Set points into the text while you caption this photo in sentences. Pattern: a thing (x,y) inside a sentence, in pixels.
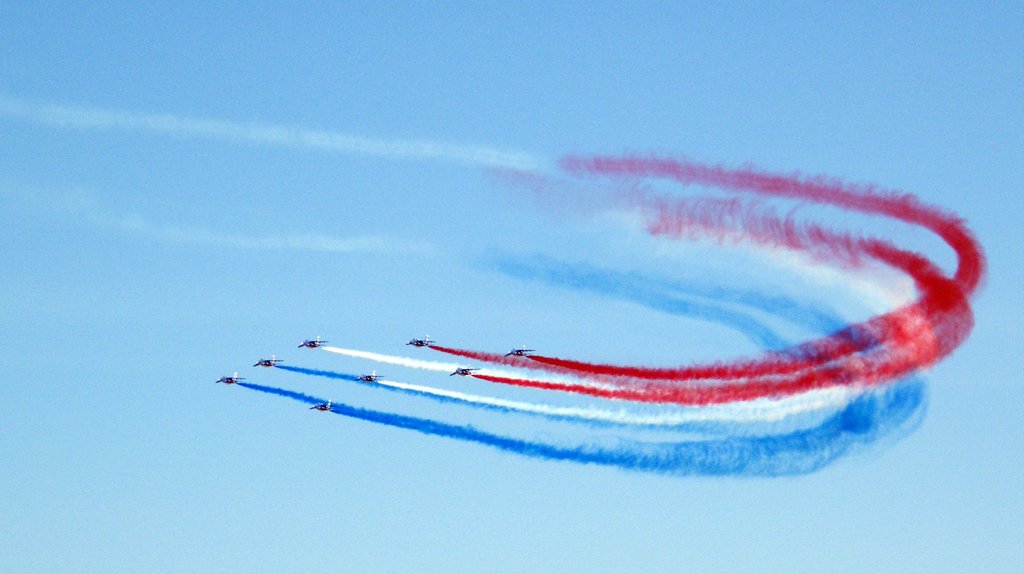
In this picture I can see many jets (522,346) which are flying in the sky (368,394). Behind them I can see different colors smoke (592,422) which they are exhausting. At the top (492,73) there is a sky (409,119).
